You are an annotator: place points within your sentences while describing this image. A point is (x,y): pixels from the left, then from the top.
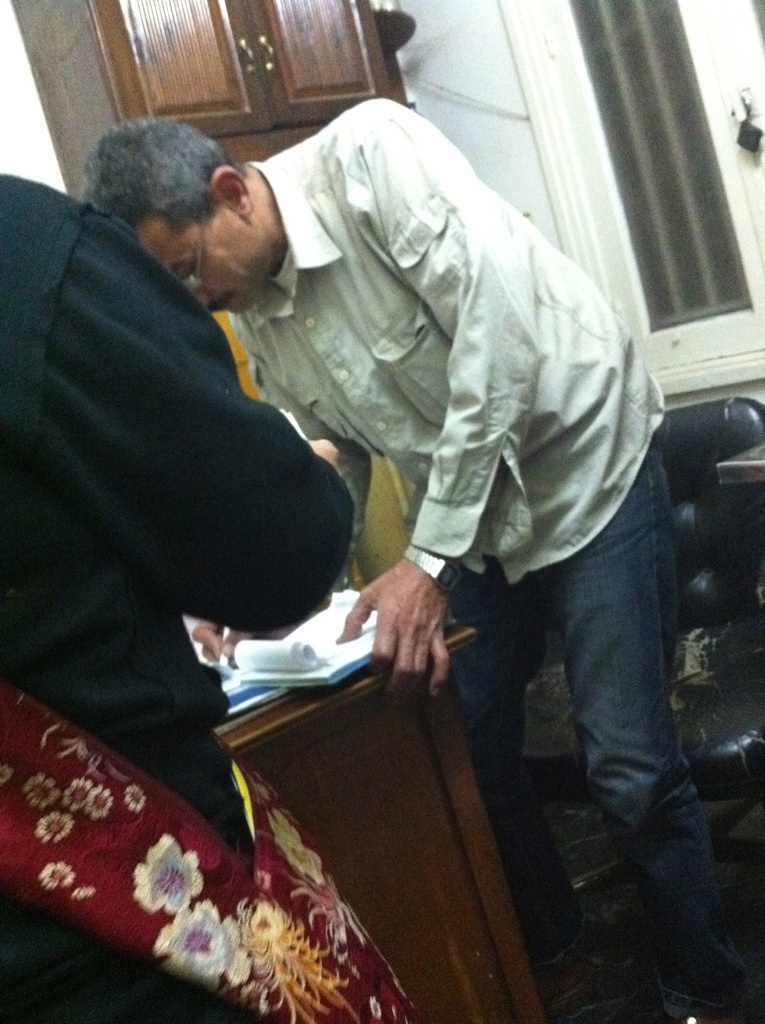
In the image there is a man (224,253) in white shirt (392,336) leaning on table (378,704) and signing on paper (277,663) and a man (23,243) in black shirt (182,639) standing on the left side (9,368), in the back (137,22) there are doors (302,95) on the wall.
